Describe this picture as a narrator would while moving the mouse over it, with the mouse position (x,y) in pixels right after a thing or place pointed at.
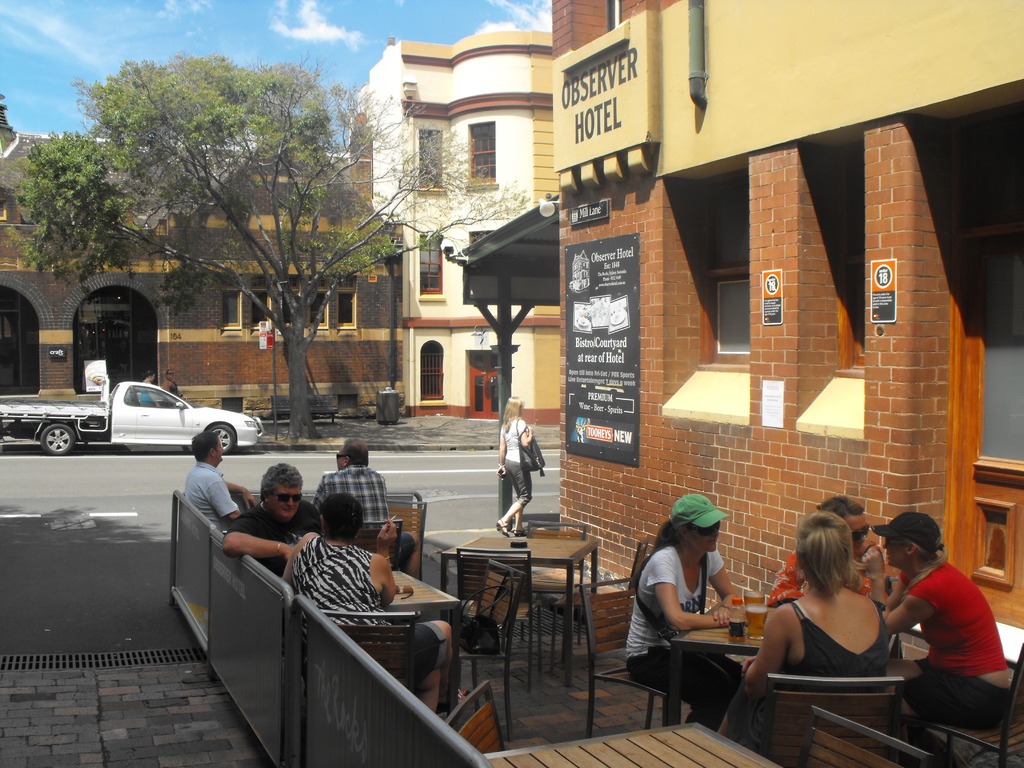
At the top (215,34) we can see a clear blue sky (282,23) with clouds (296,14) and it seems like a sunny day. these are buildings (645,210). This is a tree (328,272). Here we can see a vehicle (182,406) near to the building (196,343). We can see a woman (509,425) walking on the road (536,490). We can see persons (904,605) sitting on chairs (605,648) in front of a table (682,650) and on the table (701,634) we can see a drinking glass (752,605) and a bottle (736,610).
